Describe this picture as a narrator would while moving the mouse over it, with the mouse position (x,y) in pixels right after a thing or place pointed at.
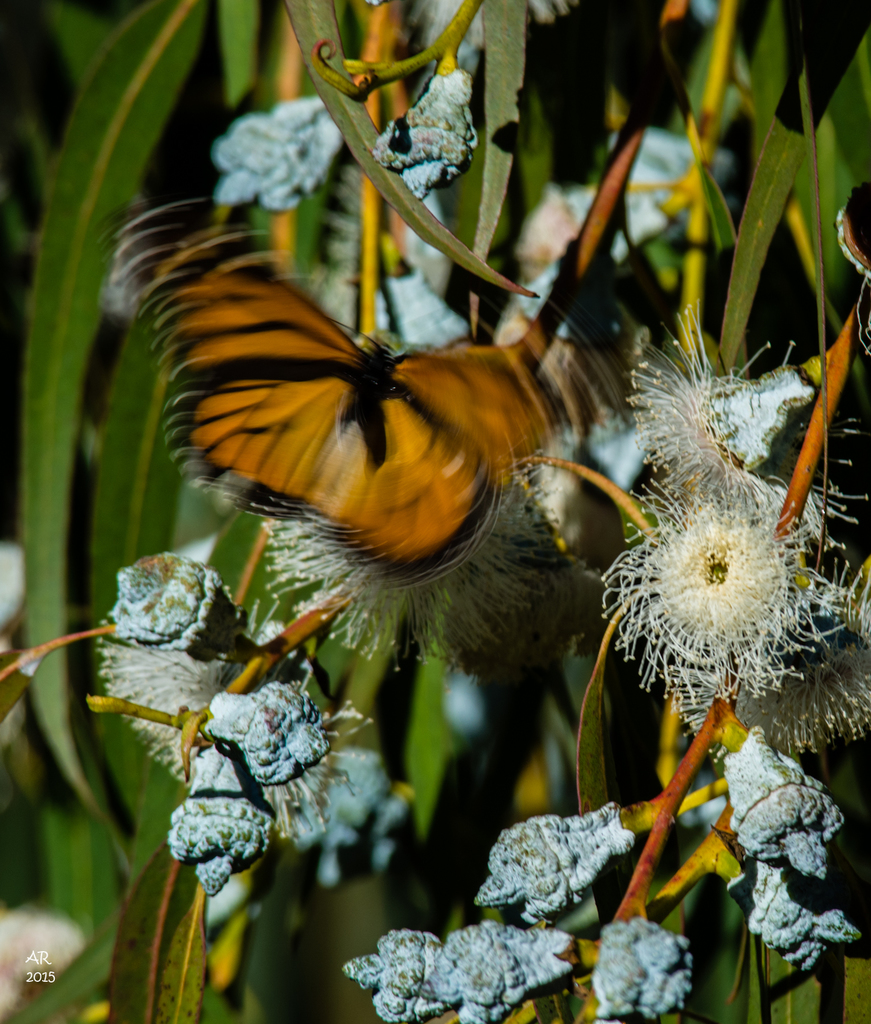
In the picture I can see butterfly (308,440) is flying. In the background (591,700) I can see plants (579,703) and flowers (545,523). The background of the image (60,704) is blurred.
